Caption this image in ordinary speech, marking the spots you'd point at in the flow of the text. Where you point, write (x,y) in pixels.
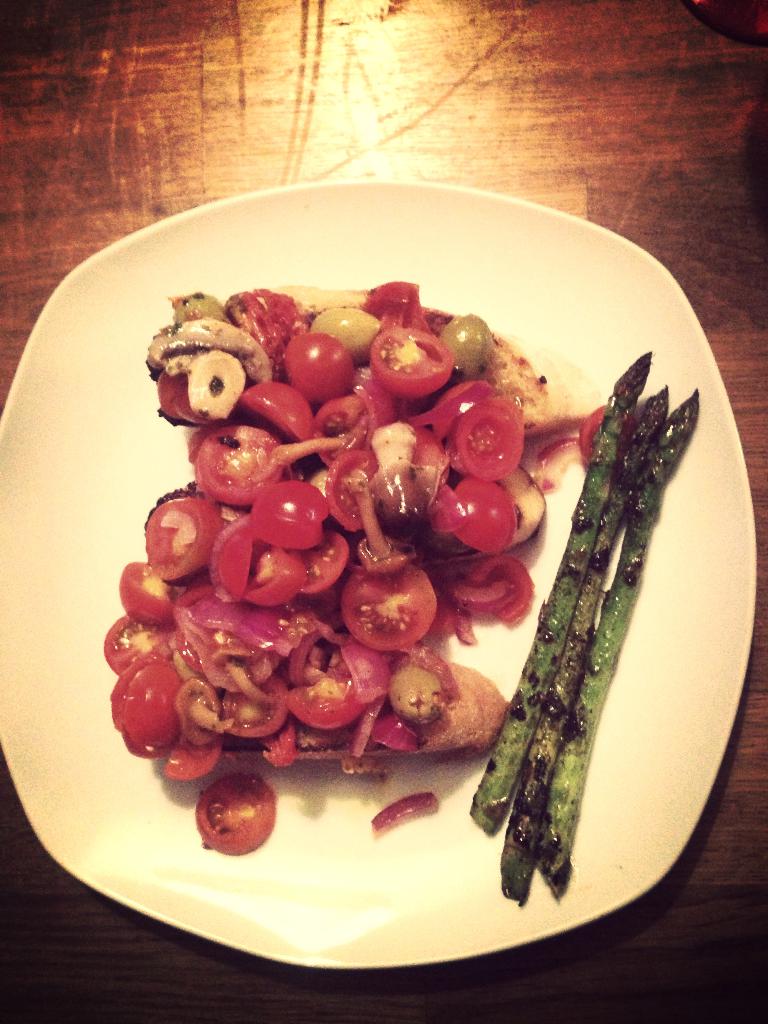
On the wooden surface (313,113) there is a white color plate (463,288). On the plate (24,538) there is a food item (123,708) with tomato pieces (316,432), asparagus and few other food items (212,357) in it.
